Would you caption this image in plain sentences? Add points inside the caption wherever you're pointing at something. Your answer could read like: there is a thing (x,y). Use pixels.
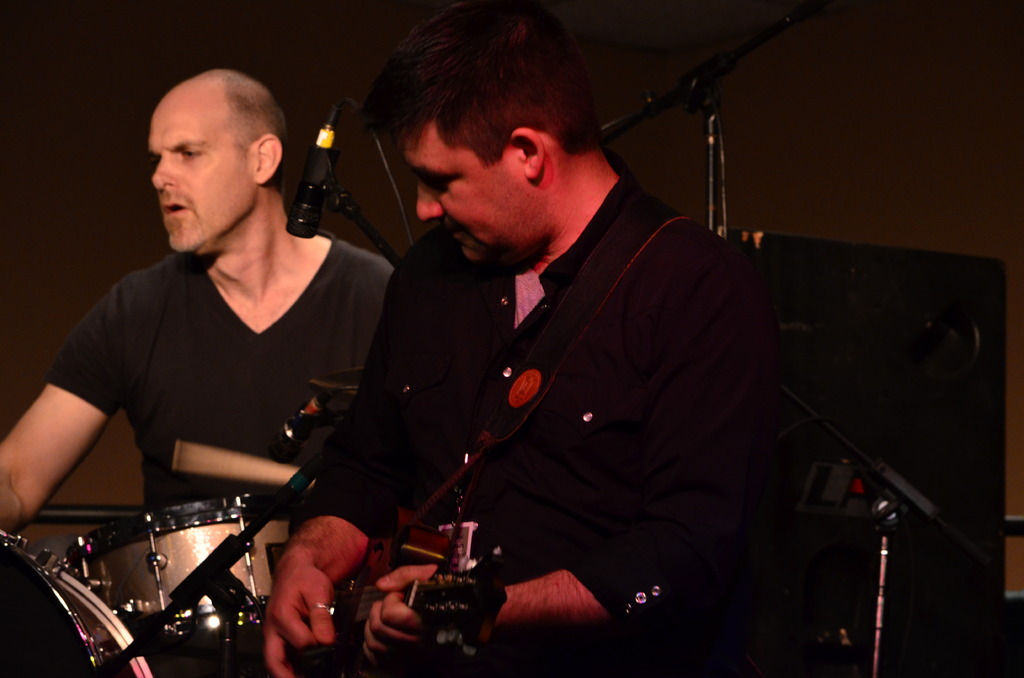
We can see a person (461,418) holding a guitar (434,538). Another person (212,370) is playing drums (85,583). There is mic (299,203) and mic stands (881,511). In the back (852,374) there is a speaker (859,397).
